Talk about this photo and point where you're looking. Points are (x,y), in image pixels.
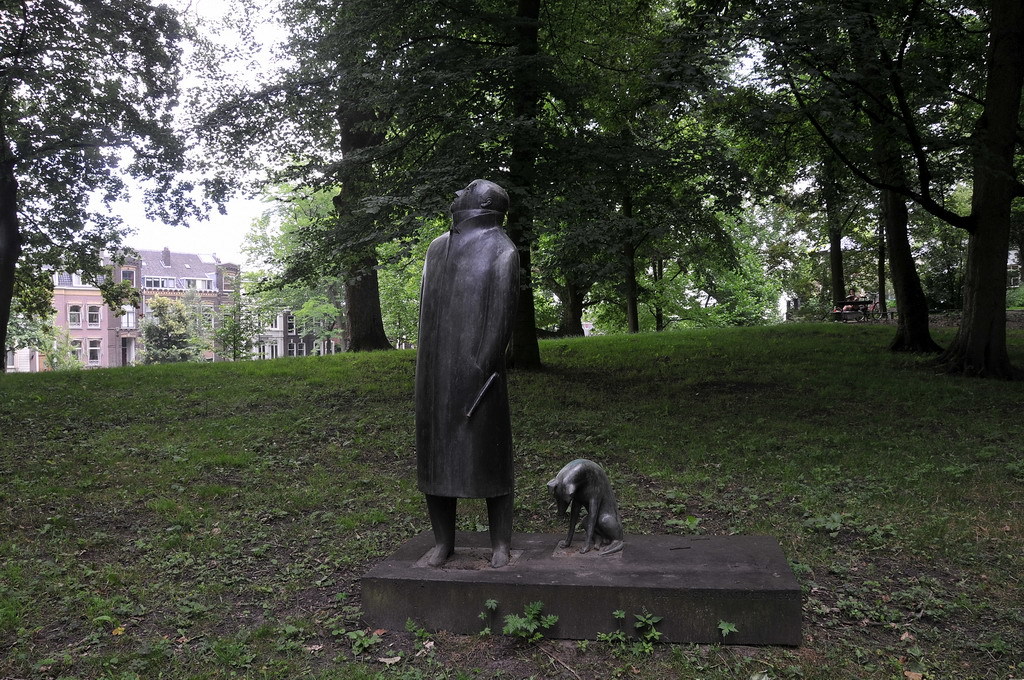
In the center of the image (425,407), we can see statues (415,391) and in the background (777,41), there are trees (397,150) and buildings (172,288). At the bottom (224,527), there is ground (194,481).
